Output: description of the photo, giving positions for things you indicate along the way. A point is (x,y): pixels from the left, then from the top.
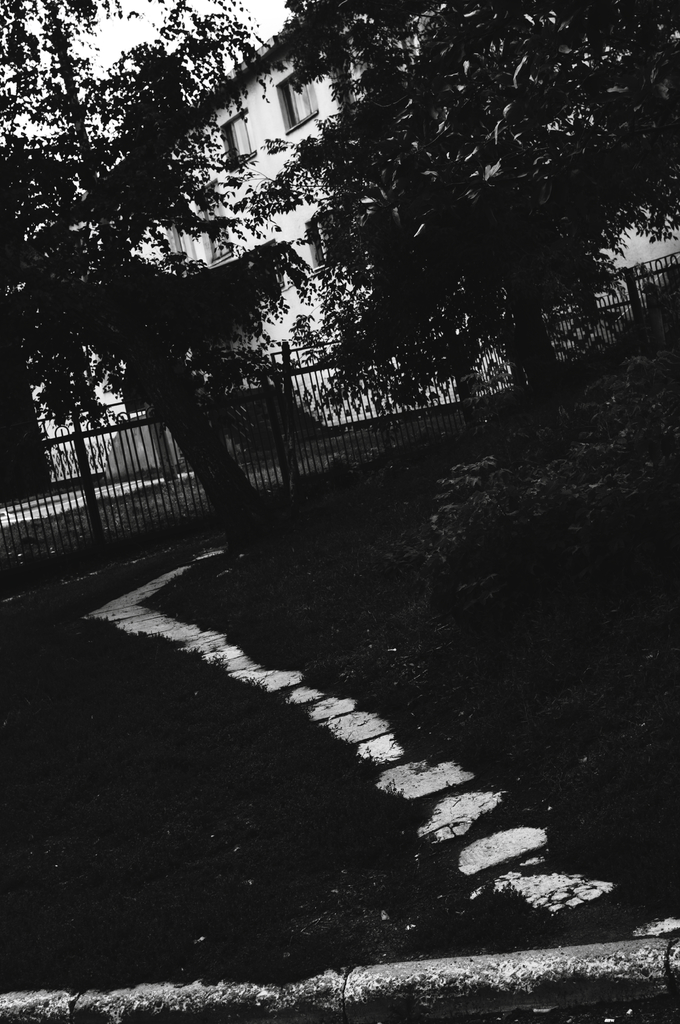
This is a black and white pic. Here we can see grass (149,975), path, fence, trees (64,184), building (249,195), windows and sky (97,67).
